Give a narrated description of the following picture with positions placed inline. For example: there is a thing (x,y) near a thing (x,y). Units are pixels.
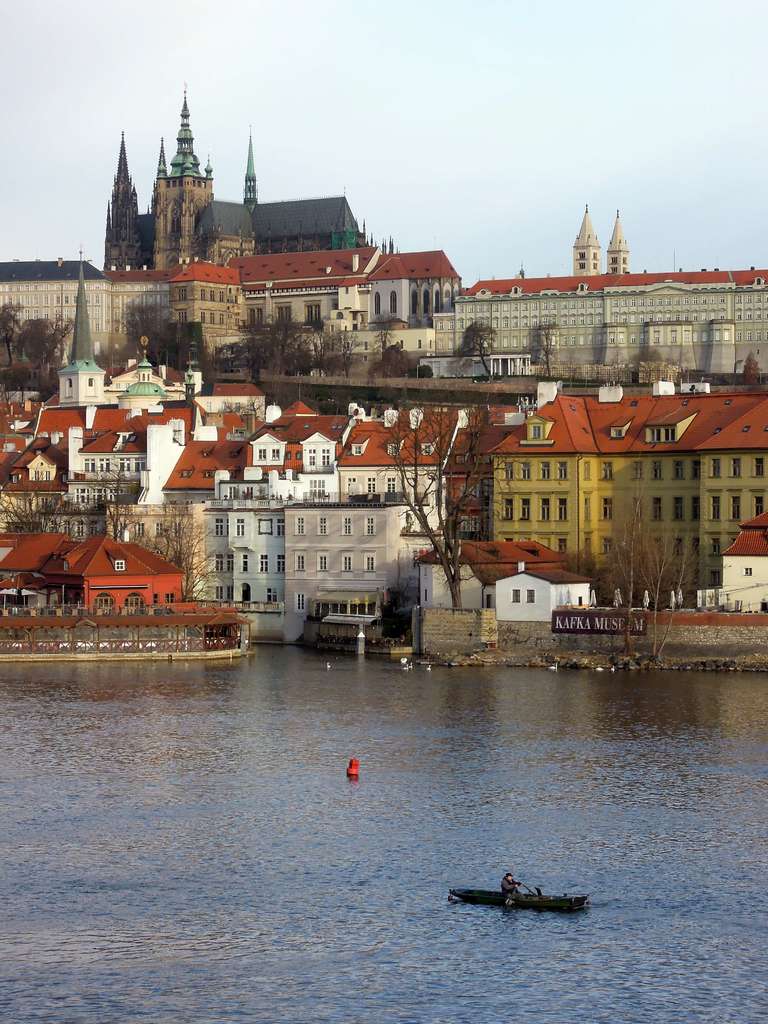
In this picture there is water (505,697) at the bottom side of the image (505,697) and there are buildings (367,461) and trees (472,341) in the background area of the image (43,562).
